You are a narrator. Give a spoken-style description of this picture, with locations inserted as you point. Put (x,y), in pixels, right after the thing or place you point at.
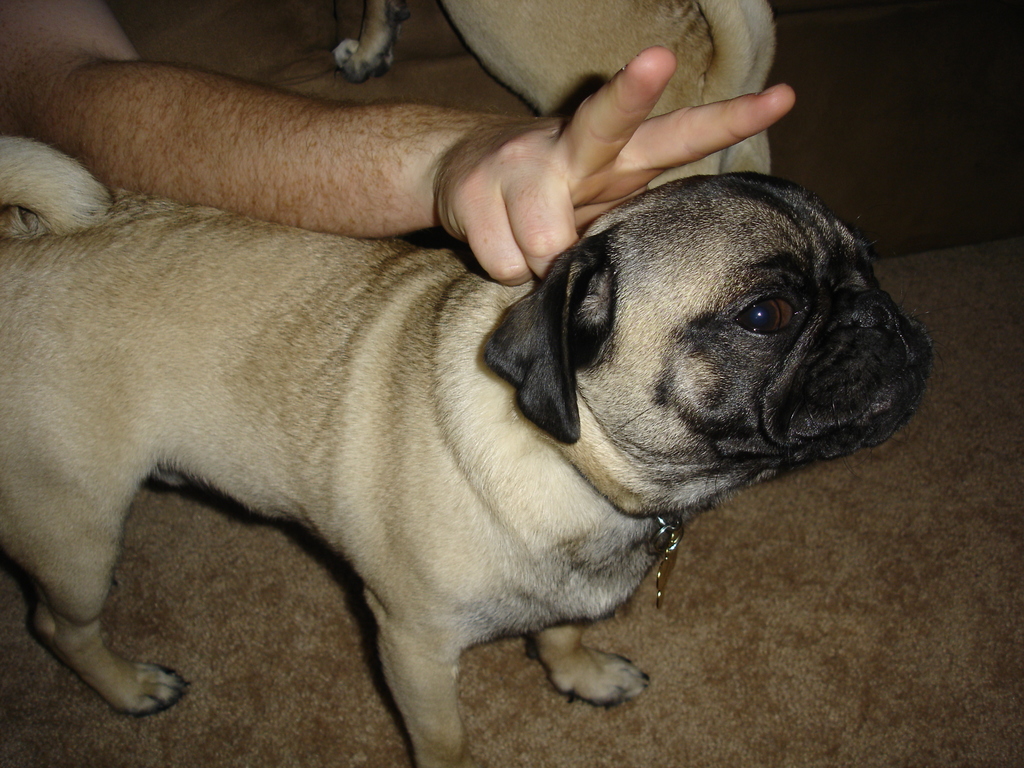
In this image there are dogs (709,281) and we can see a person's hand (541,165).
